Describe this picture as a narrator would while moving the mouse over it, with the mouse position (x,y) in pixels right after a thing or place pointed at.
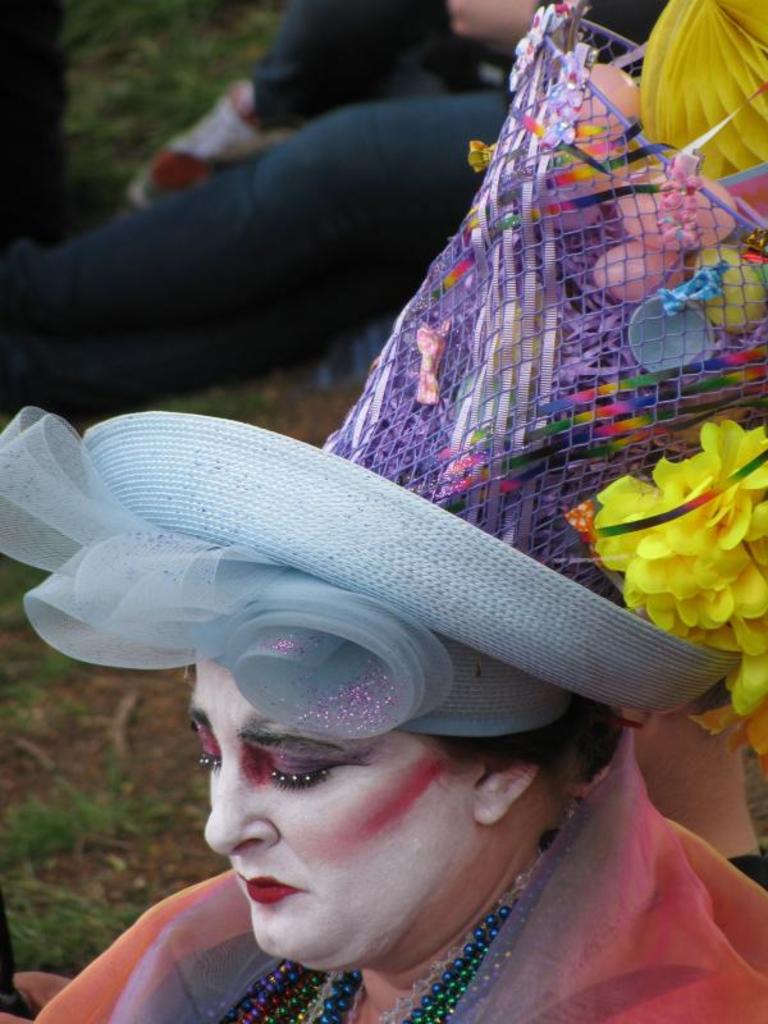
In this image we can see a lady (387,907). And the lady (329,874) is wearing a hat (432,721). Also there are flowers (614,551) on the hat (603,469). In the background (179,244) it is blur.
